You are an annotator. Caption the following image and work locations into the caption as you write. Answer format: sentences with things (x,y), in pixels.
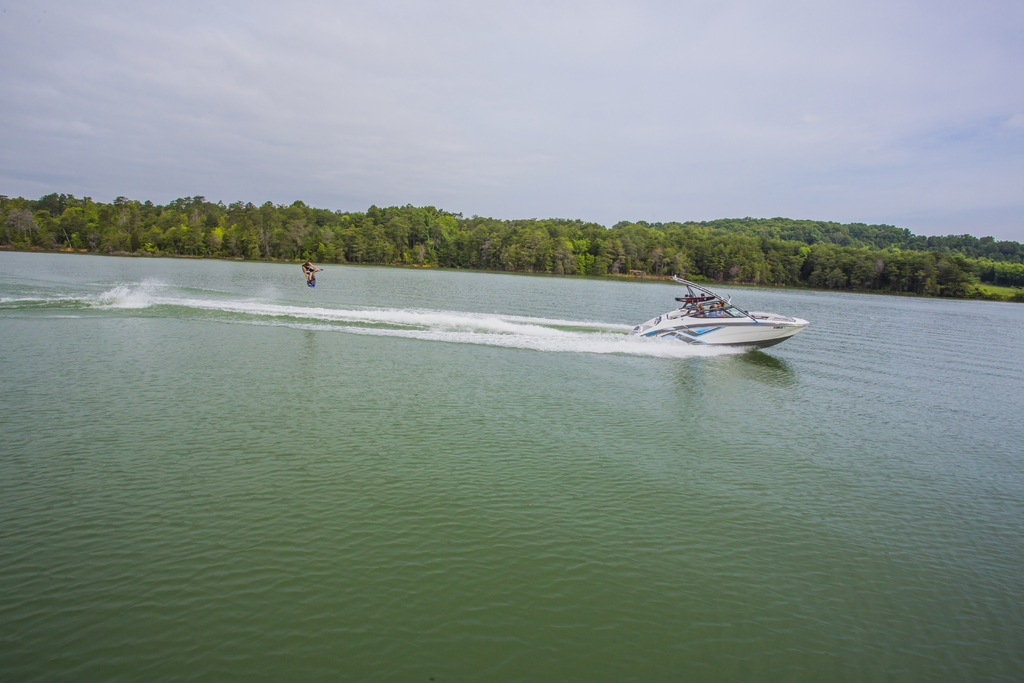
In this image we can see persons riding speed boat (726,325), trees (356,240) and sky (709,160) with clouds (572,141).
